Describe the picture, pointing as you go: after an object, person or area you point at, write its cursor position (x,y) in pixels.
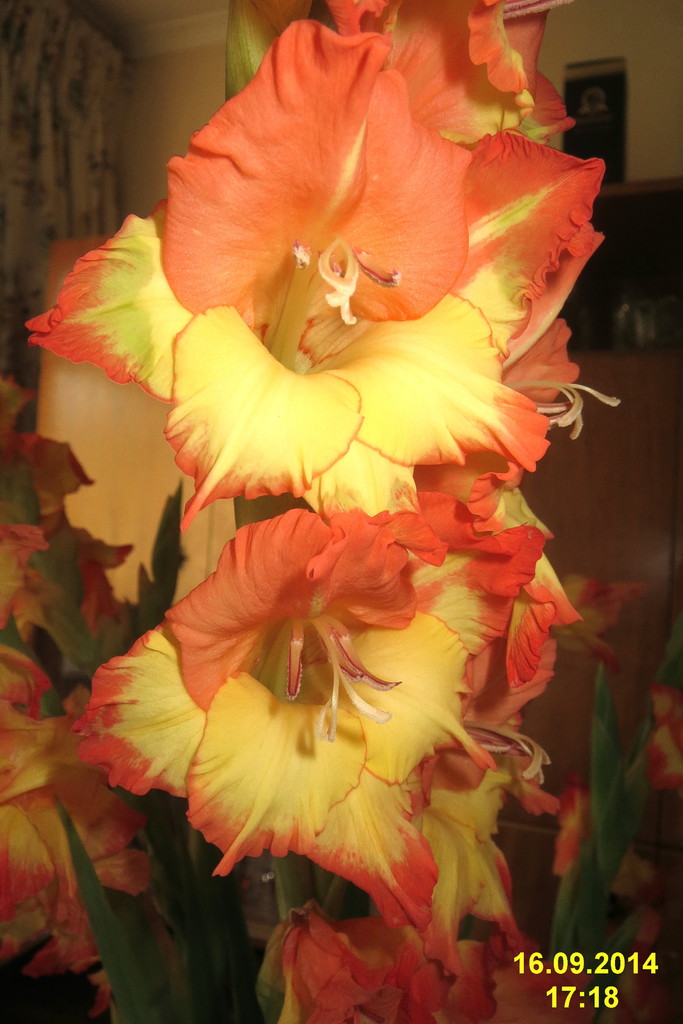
In the center of the image (316,424) there are flowers (441,744). To the right side (616,957) bottom of the image (596,995) there is text (531,968).
